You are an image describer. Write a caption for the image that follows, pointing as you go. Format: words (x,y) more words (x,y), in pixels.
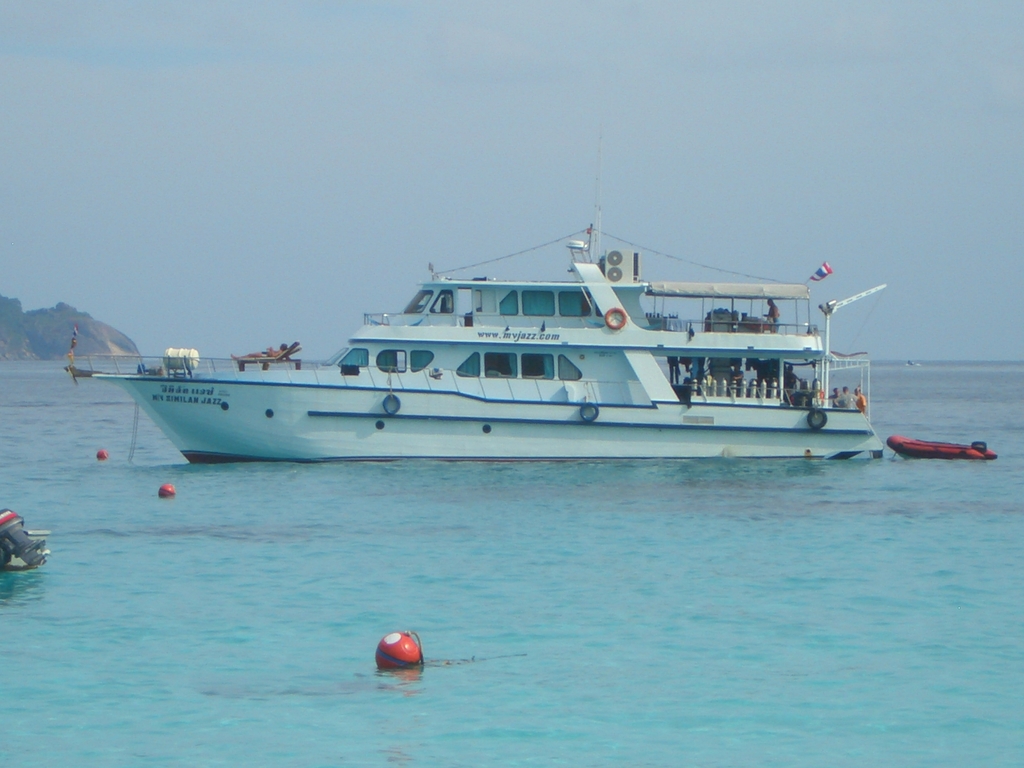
In the center of the image (426,399) there is a ship (416,382) sailing on the sea (483,501). On the left side of the image (80,342) there is a rock hill (54,339). In the background (153,180) there is a sky (418,170).
